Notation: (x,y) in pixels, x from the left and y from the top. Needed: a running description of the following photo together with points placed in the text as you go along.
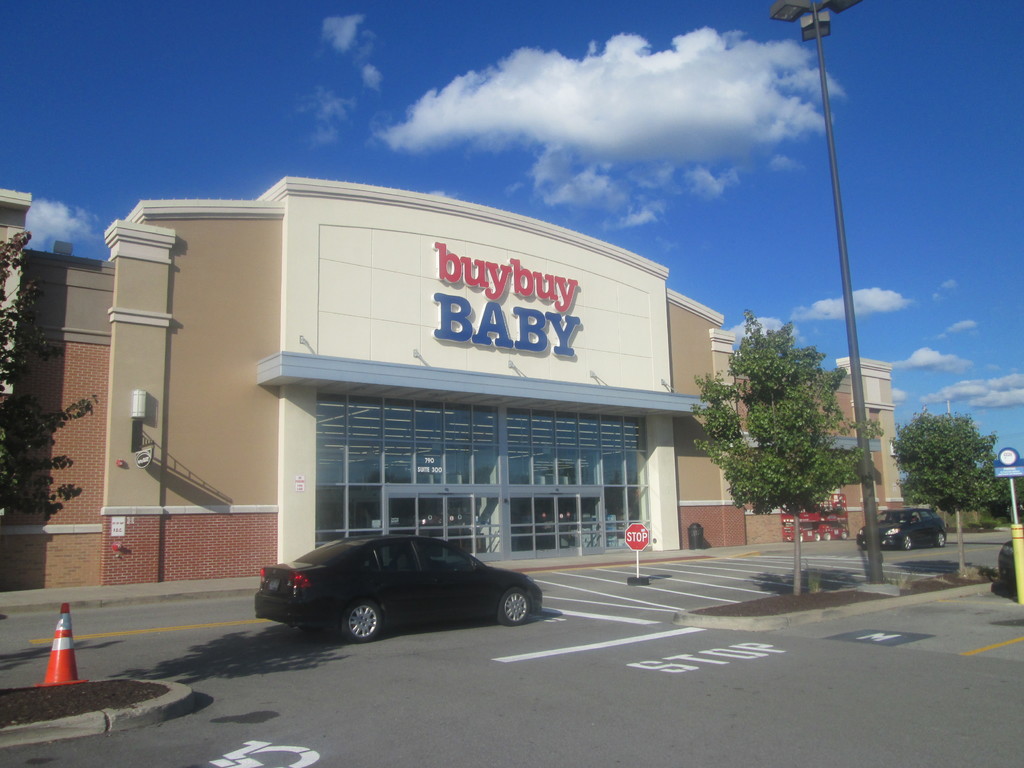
In this image I can see two cars (492,572), sign boards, light poles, trees (1002,504) and stoppers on the road (592,668). In the background (460,457) I can see buildings (427,390), glass windows (495,468) and the sky (383,29). This image is taken may be on the road (476,678).
